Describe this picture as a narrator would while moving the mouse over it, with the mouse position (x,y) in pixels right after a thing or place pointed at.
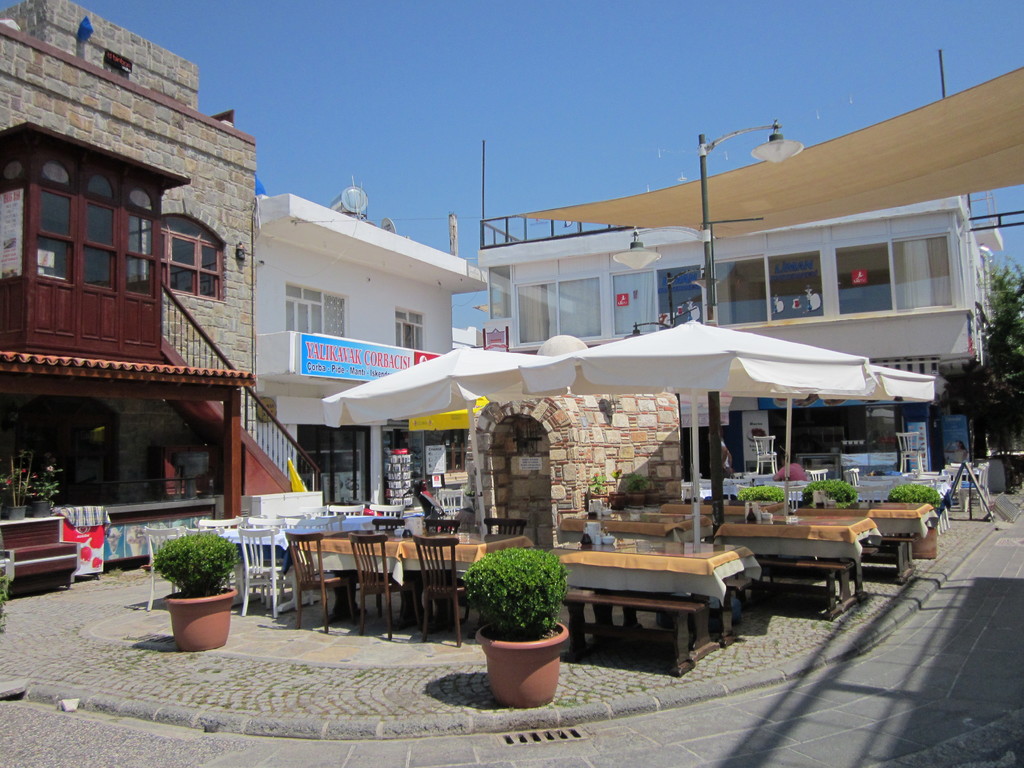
In the image we can see there are buildings (346,223) and there is tables (281,554) and chairs (295,557) and over it there is umbrella (698,358).
